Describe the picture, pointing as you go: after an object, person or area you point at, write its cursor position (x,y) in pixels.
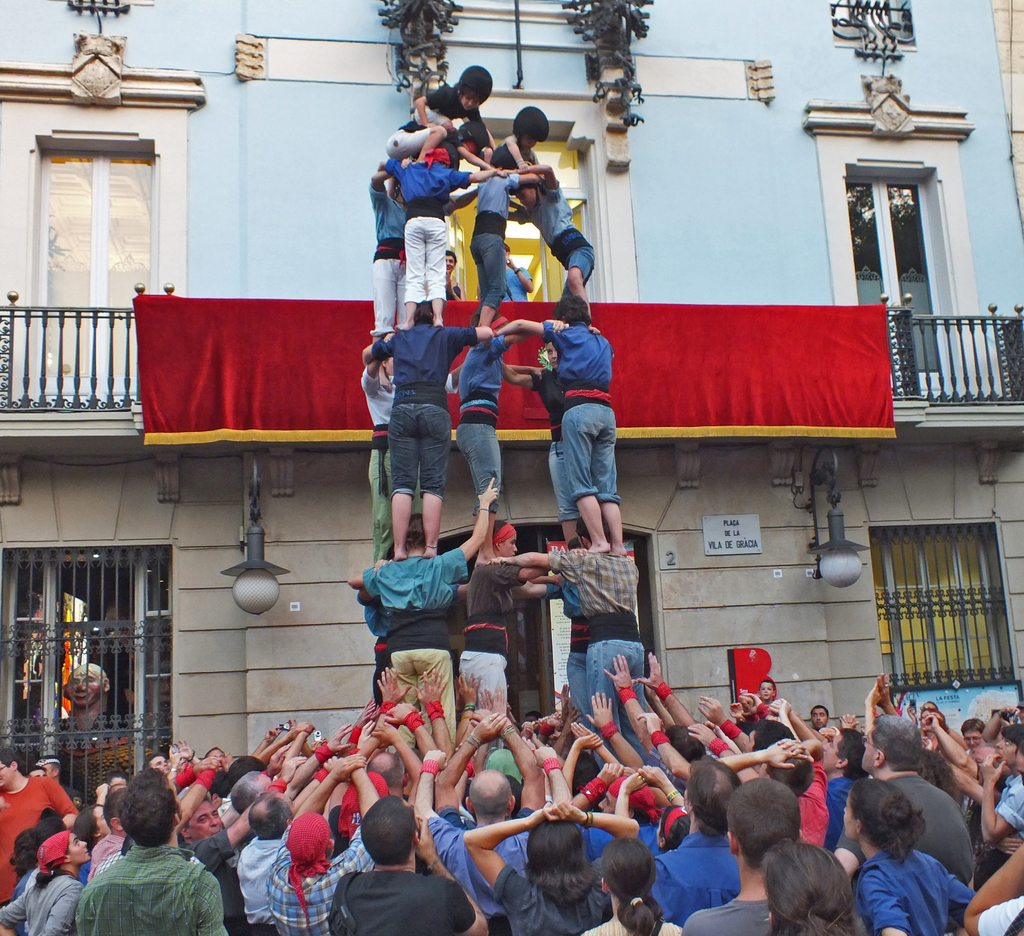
In the picture we can see a group of people (433,762) standing and some people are doing some stunts by standing with some people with each other, in the background (35,80), we can see a house building (771,228) with walls (698,646), windows (925,208) and doors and some railing (112,311).
